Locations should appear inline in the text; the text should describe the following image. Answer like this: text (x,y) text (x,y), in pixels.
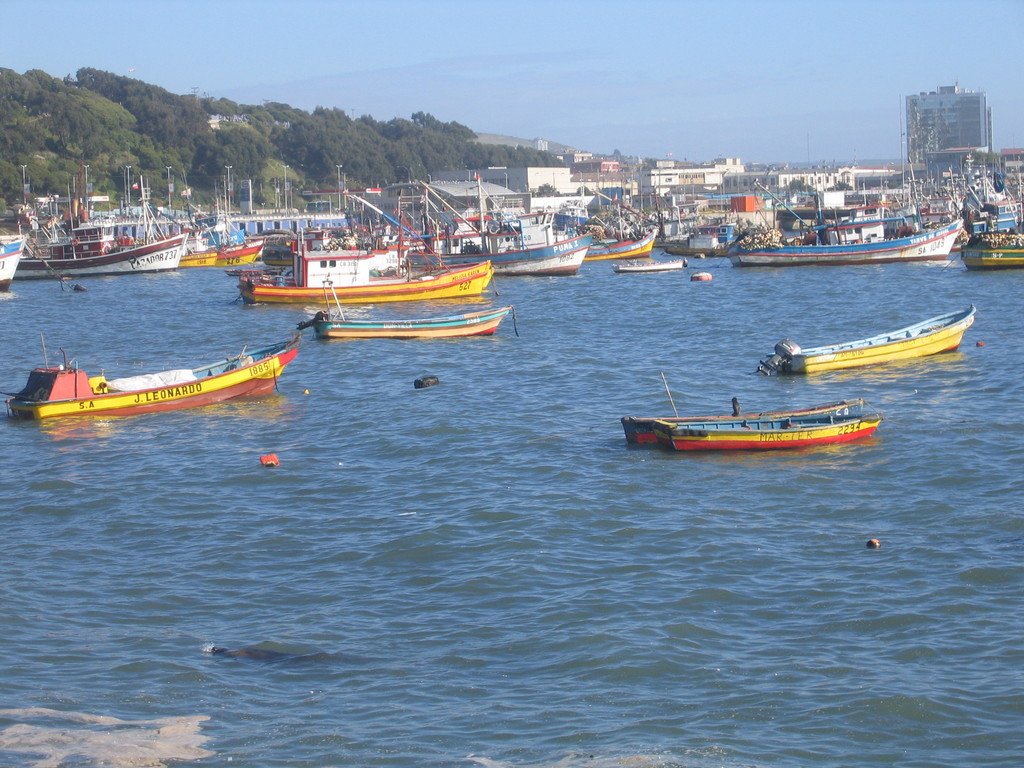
In this image in the center (352,301) there are boats (366,291) sailing on the water (637,317). In the background (449,190) there are ships (507,208), trees (173,150) and buildings (920,133).
